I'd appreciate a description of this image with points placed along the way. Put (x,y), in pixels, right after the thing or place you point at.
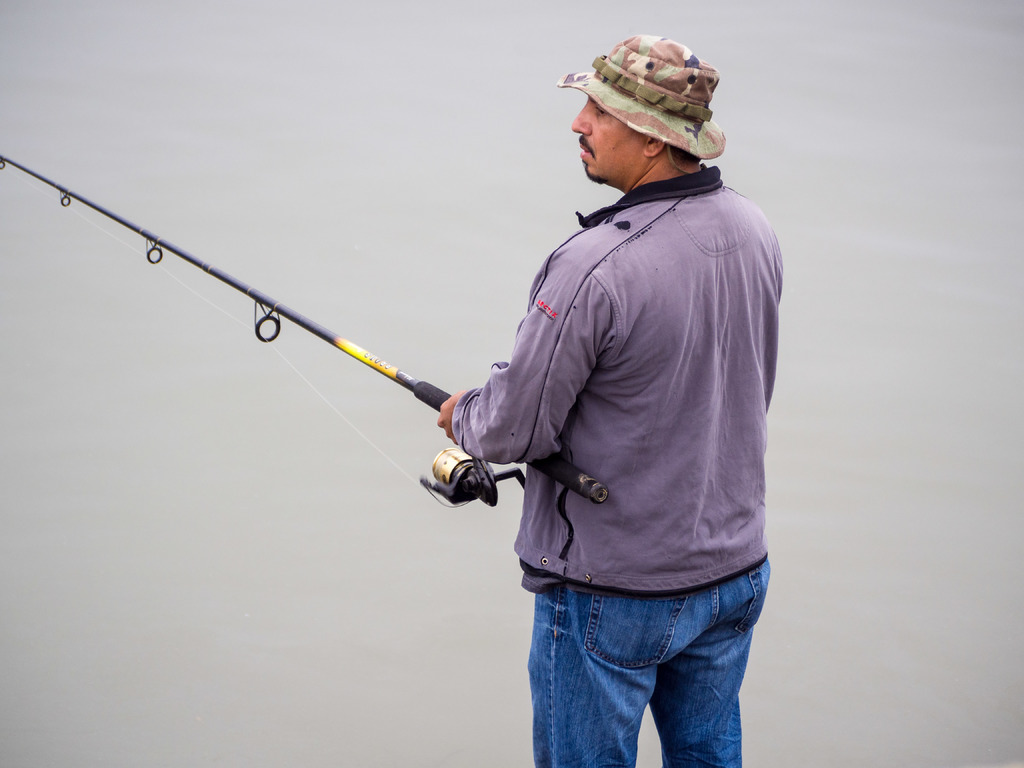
In the center of the image (637,498) we can see a man (656,444) standing and holding a fishing rod (89,203).
